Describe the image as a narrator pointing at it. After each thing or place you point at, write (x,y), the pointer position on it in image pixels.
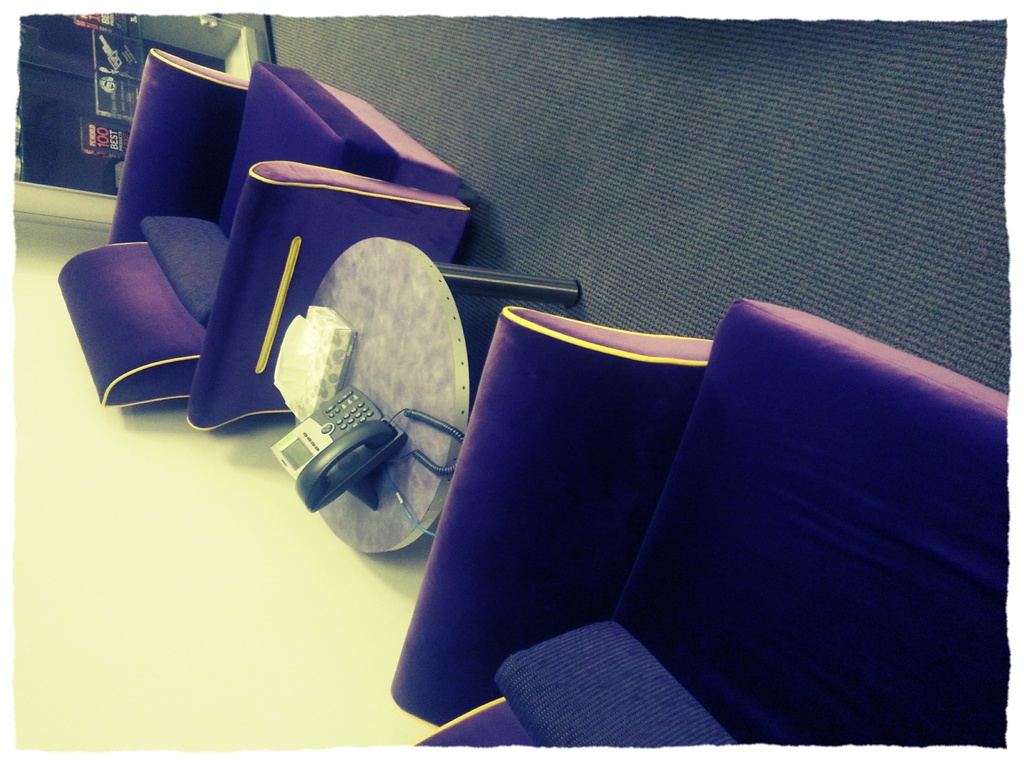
In this image I can see the couches (660,413) which are in purple color. In-between these I can see the table (410,339). On the table (404,335) there is a telephone (331,433) and the box (297,397). To the left (304,513) I can see the wall (98,563) which is in yellow color.
